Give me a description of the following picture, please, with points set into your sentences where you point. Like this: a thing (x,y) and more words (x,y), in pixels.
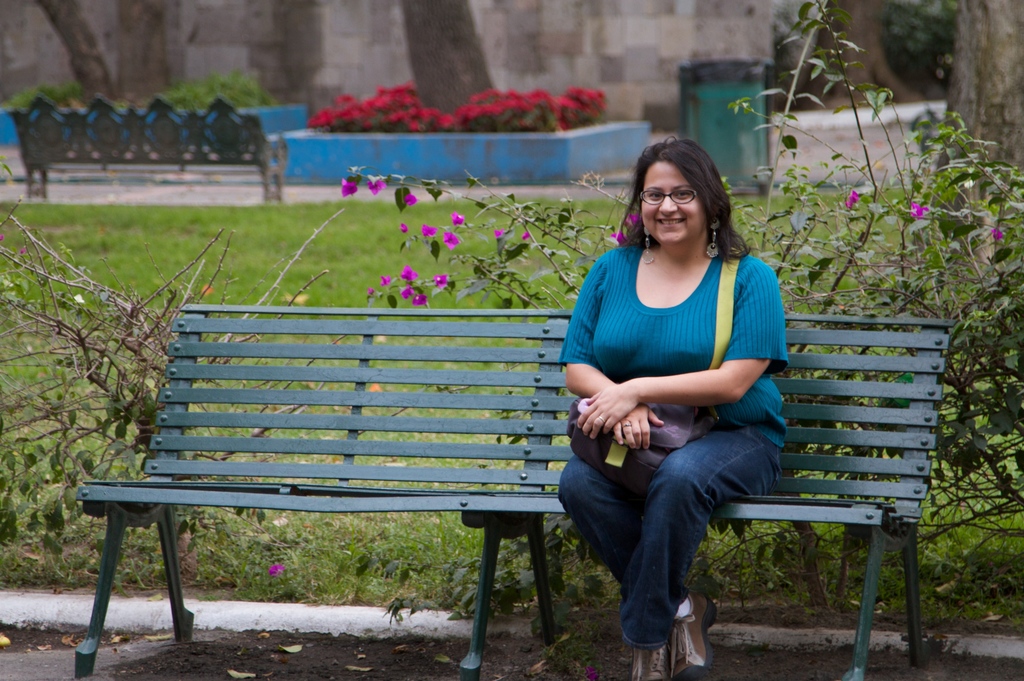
In the picture I can see a woman (732,443) sitting on the metal bench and there is a smile on her face (671,189). She is wearing a blue color top (767,342) and she is holding a bag (659,405). I can see another metal bench (194,152) on the top left side (196,120). I can see the trunk (967,86) of a tree (990,42) on the top right side (981,116). In the background (960,147), I can see the flowering plants (550,215) and green grass (393,234).
